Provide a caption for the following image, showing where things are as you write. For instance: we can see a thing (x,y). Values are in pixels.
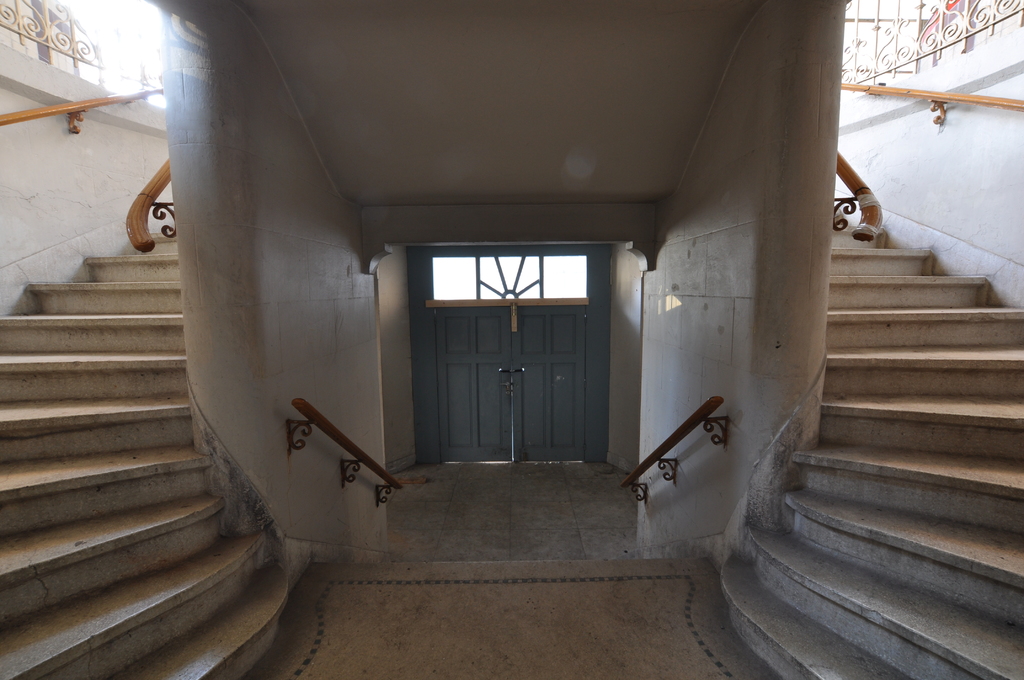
This picture is clicked inside. On the right (934,291) and on the left (59,368) we can see the staircases (100,448) and the handrails (962,96). In the center (426,326) there is a blue color door (455,421) and the ground (522,608). In the background (865,65) we can see the metal rods (903,52) and the wall (174,120).
